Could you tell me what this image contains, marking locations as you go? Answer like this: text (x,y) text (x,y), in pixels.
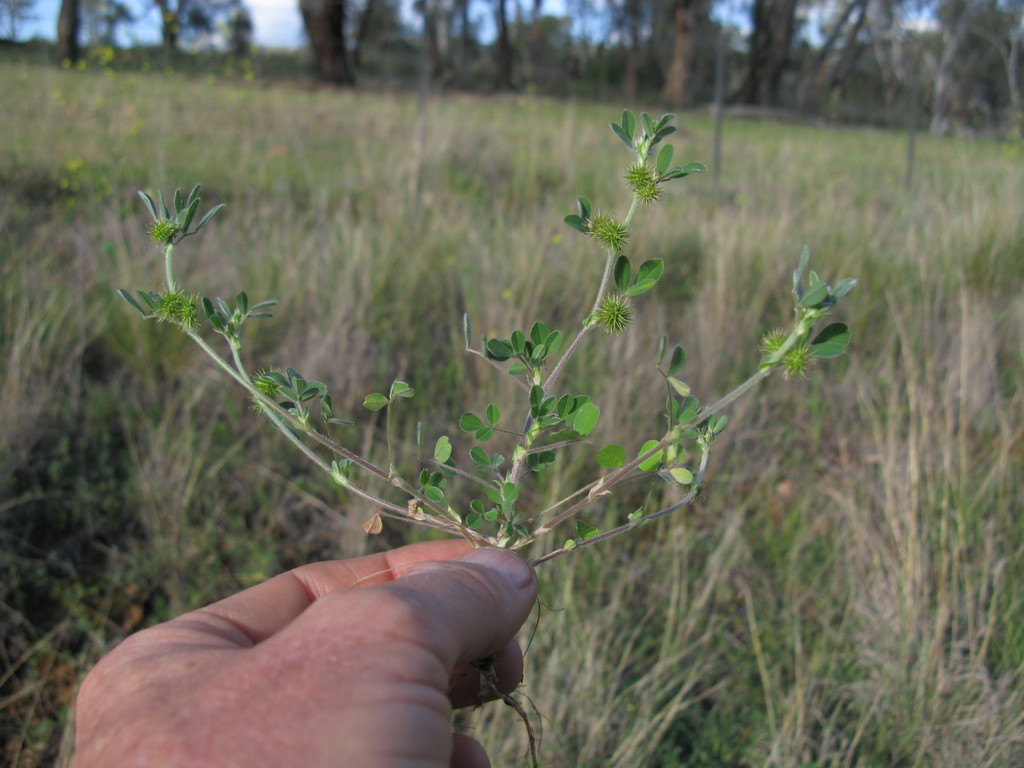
In this image I can see the person (345,673) holding the plant (237,375). In the back (171,414) I can see the grass (380,354) and I can also see many trees (640,68) and the yellow color flowers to the grass (231,173). I can also see the sky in the background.
